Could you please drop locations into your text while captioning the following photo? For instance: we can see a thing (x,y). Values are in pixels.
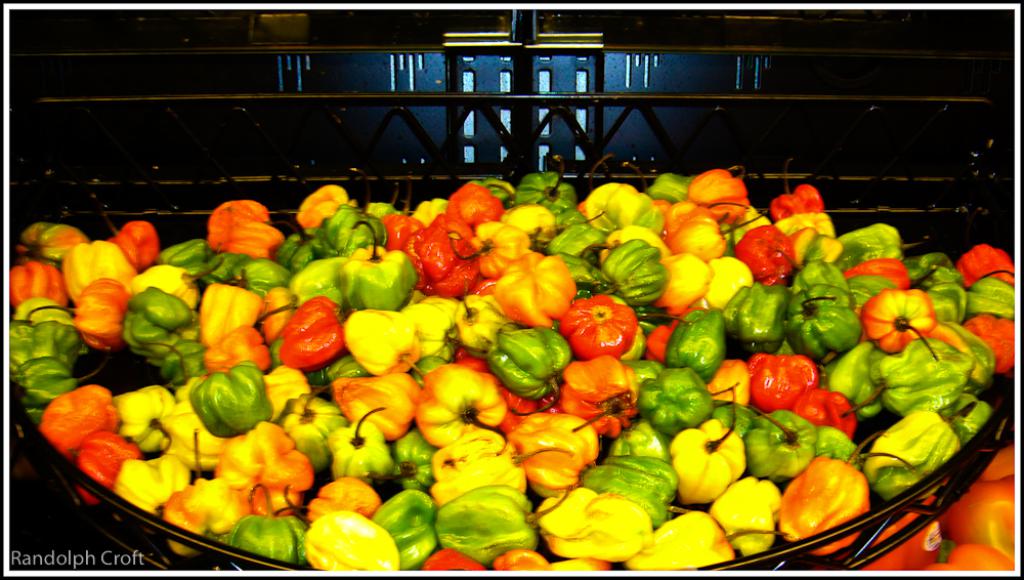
In the image we can see there are many capsicums (566,407) of different colors. Here we can see metal fence (401,129) and on the bottom left (33,557) we can see the watermark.
